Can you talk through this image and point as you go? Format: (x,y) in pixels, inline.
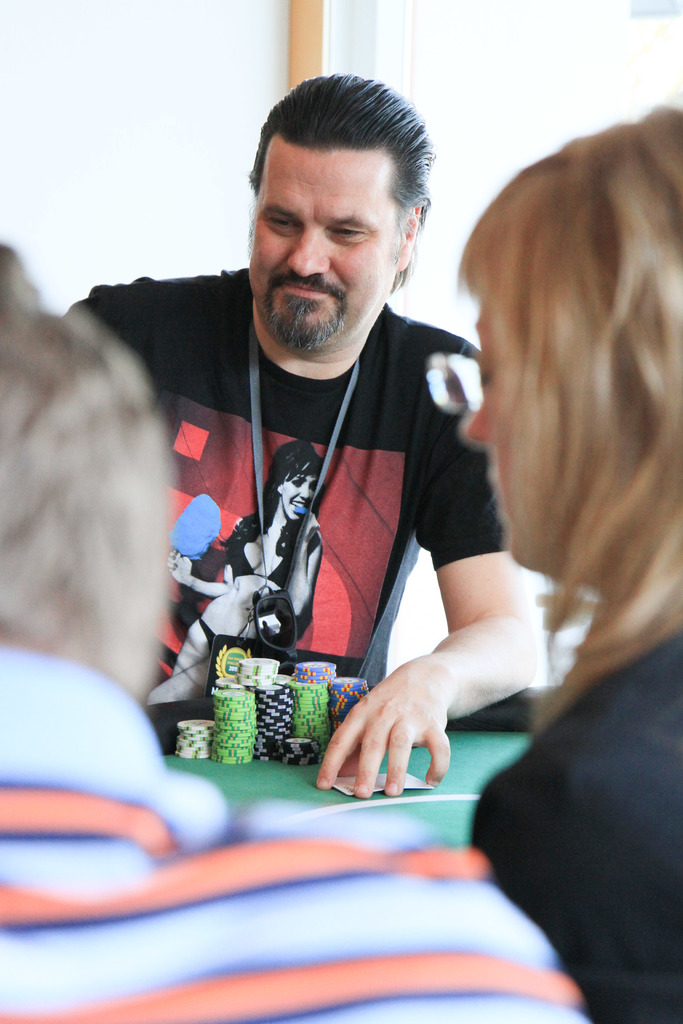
In this image I can see there are persons (389,452) sitting. And there is a table (507,707). On the table (253,766) there are coins (323,742) and a card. And at the back (257,121) there is a wall (273,34). And there is a wooden stick (296,56).
